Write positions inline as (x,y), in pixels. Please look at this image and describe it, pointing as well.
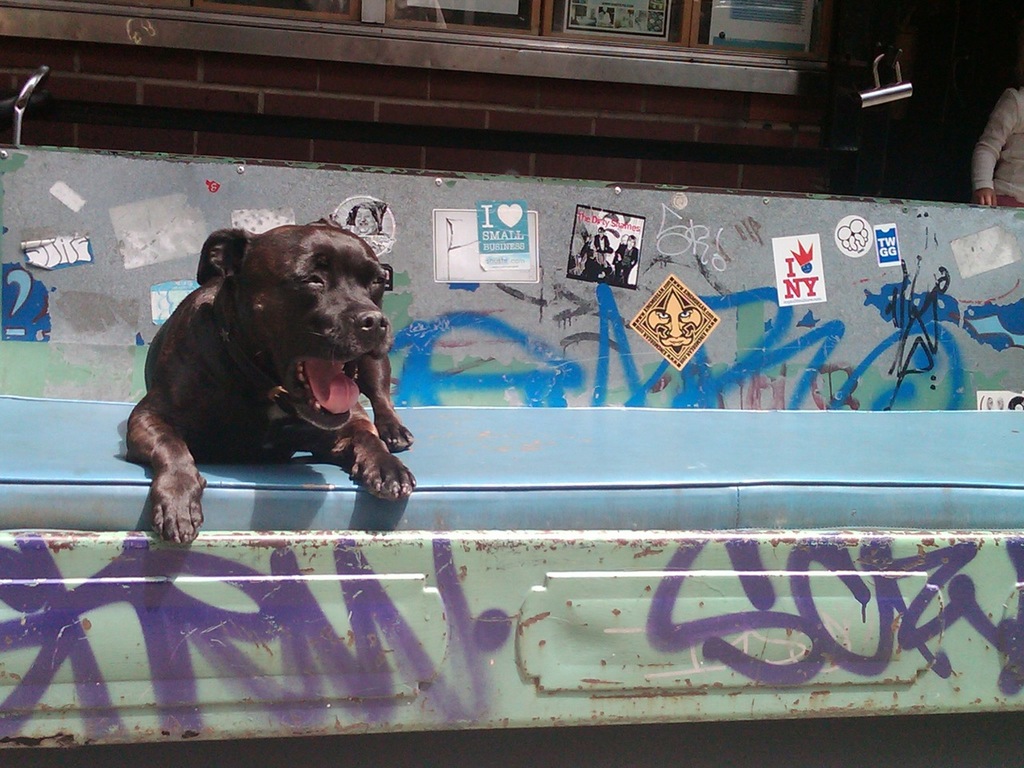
In this image I can see the blue colored object (671,442) and on it I can see a dog (289,358) which is brown and black in color. I can see few posts (463,264) attached to the wall (562,233), a person (1020,178) and a building (655,154) in the background (153,110).
